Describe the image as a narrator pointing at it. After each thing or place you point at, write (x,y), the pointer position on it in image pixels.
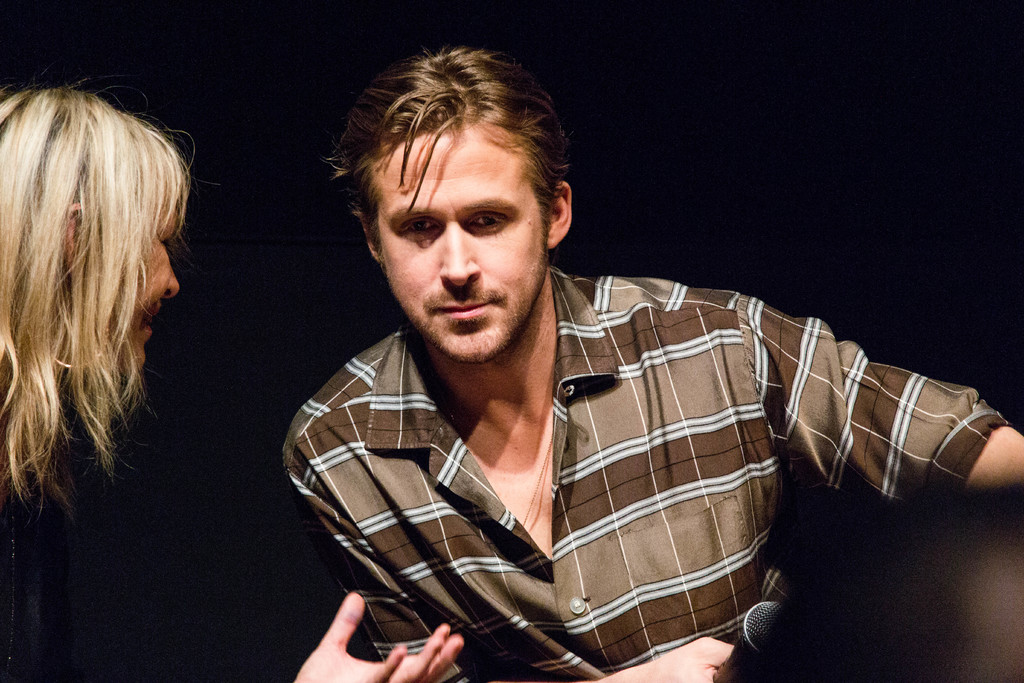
In this picture we can see 2 people (540,84) sitting and looking somewhere. The right side person (699,480) is holding a mike (763,607). The background is dark.
